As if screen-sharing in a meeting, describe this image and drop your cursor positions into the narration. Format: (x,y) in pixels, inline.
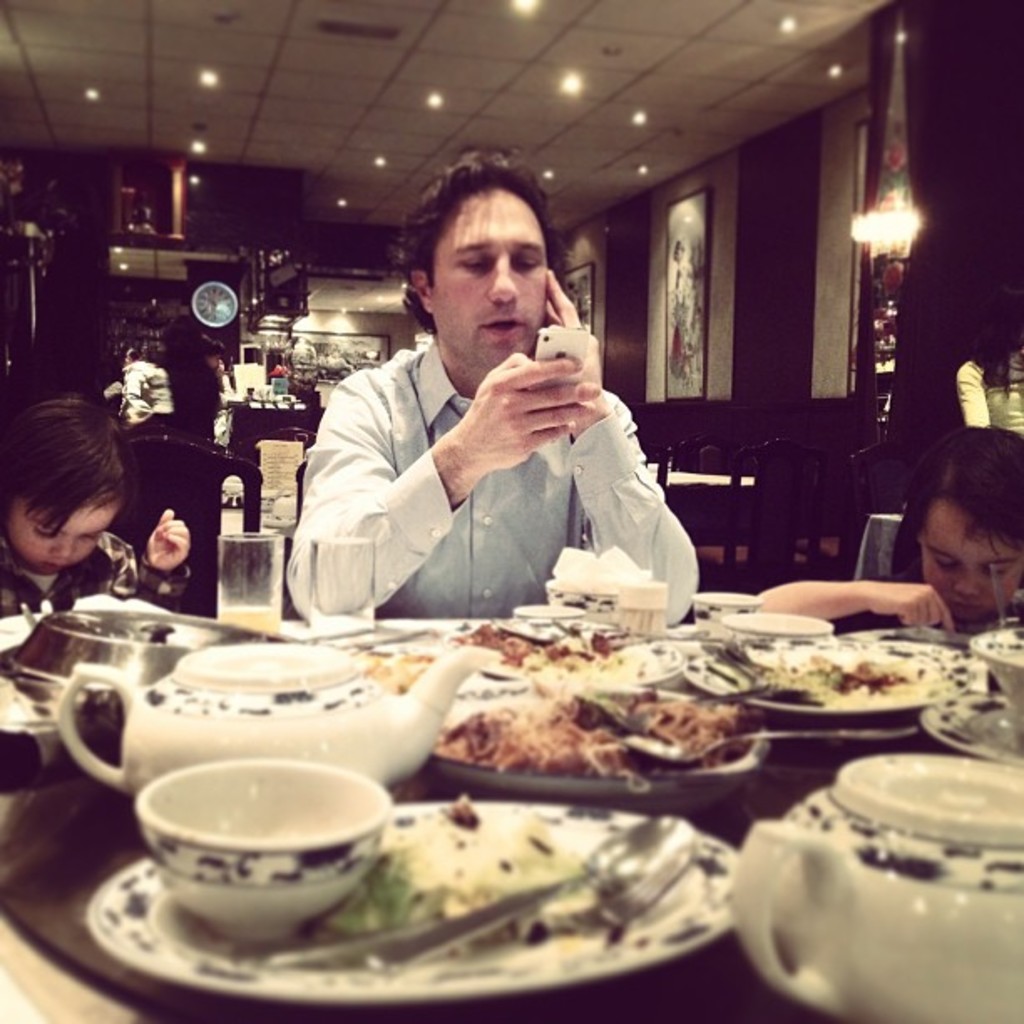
In the image we can see there is a man (448,470) who is sitting on chair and on table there is kettle (240,728), plate (707,906), spoon (693,863), food items (501,729).
